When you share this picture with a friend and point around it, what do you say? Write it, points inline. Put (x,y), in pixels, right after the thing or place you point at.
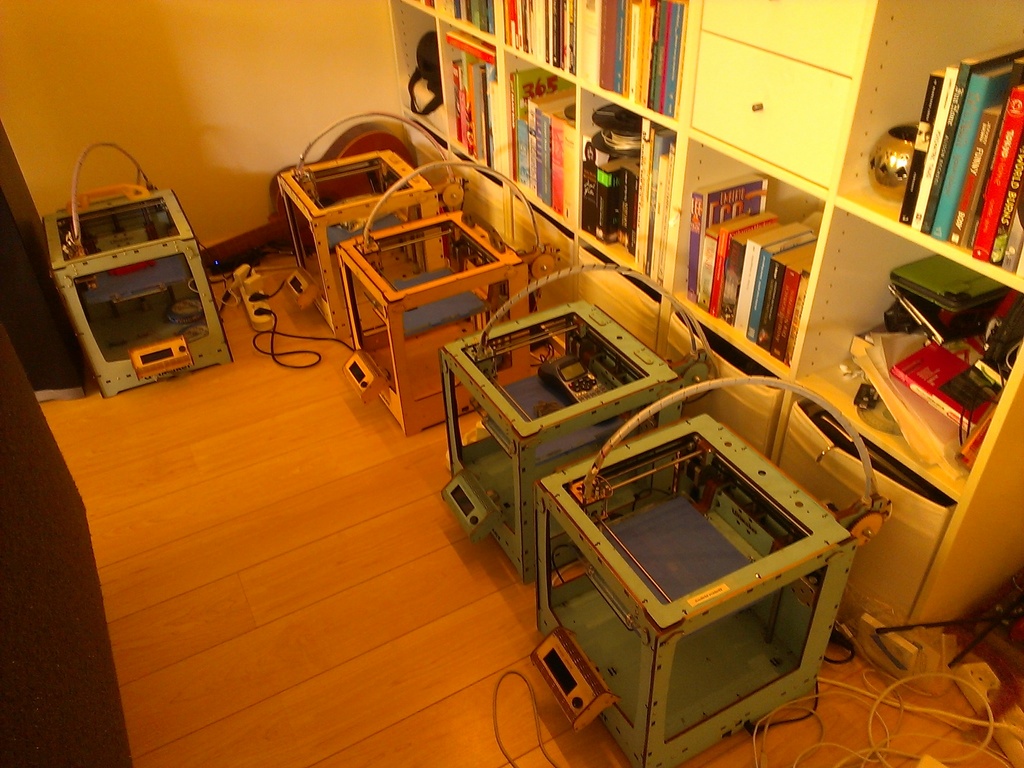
In this image we can see many machinery objects (570,446), many cables (991,730) and extension boxes (986,683) on the ground (846,716). There are many books (749,235) and objects (612,130) placed on the shelves (1018,395).
